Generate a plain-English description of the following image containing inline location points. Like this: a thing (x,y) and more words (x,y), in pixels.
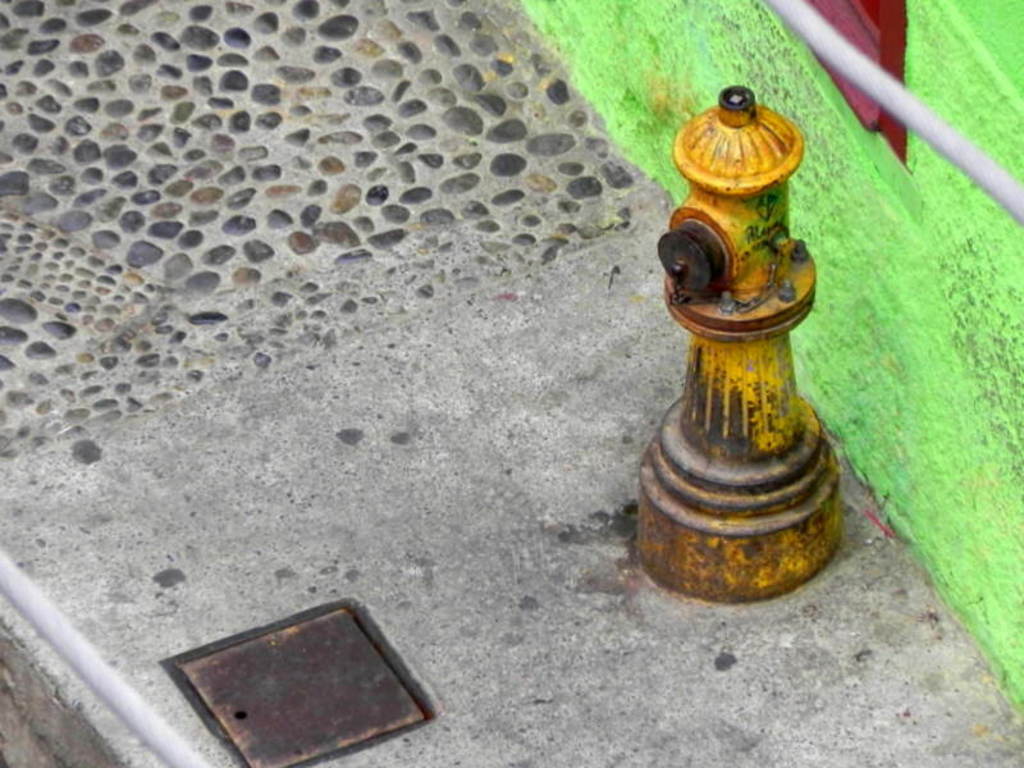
In this image there is a fire hydrant (755,233) on a pavement (864,594), beside that there is a wall (1015,400).
